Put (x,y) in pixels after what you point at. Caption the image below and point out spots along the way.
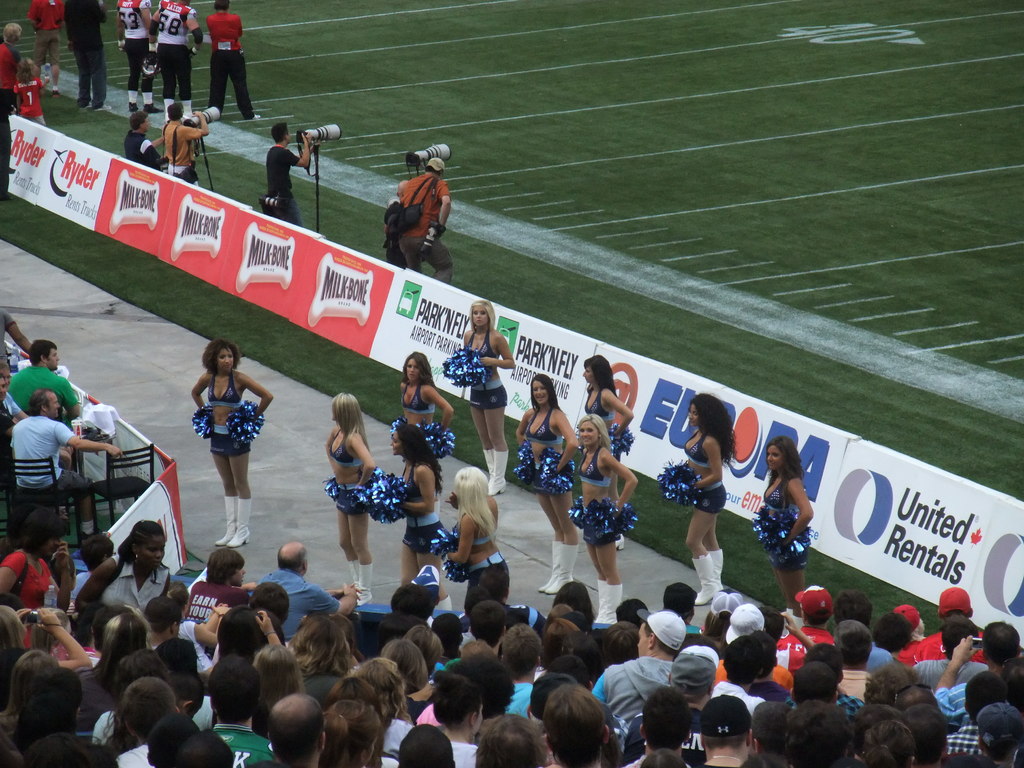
In this image there are many people (429,674) sitting. In front of them there are a few women (470,500) standing. Behind them there are boards (262,266) on the ground (661,238). There is grass (903,222) on the ground (798,230). There are people (179,165) standing and holding cameras (188,124) in their hand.
